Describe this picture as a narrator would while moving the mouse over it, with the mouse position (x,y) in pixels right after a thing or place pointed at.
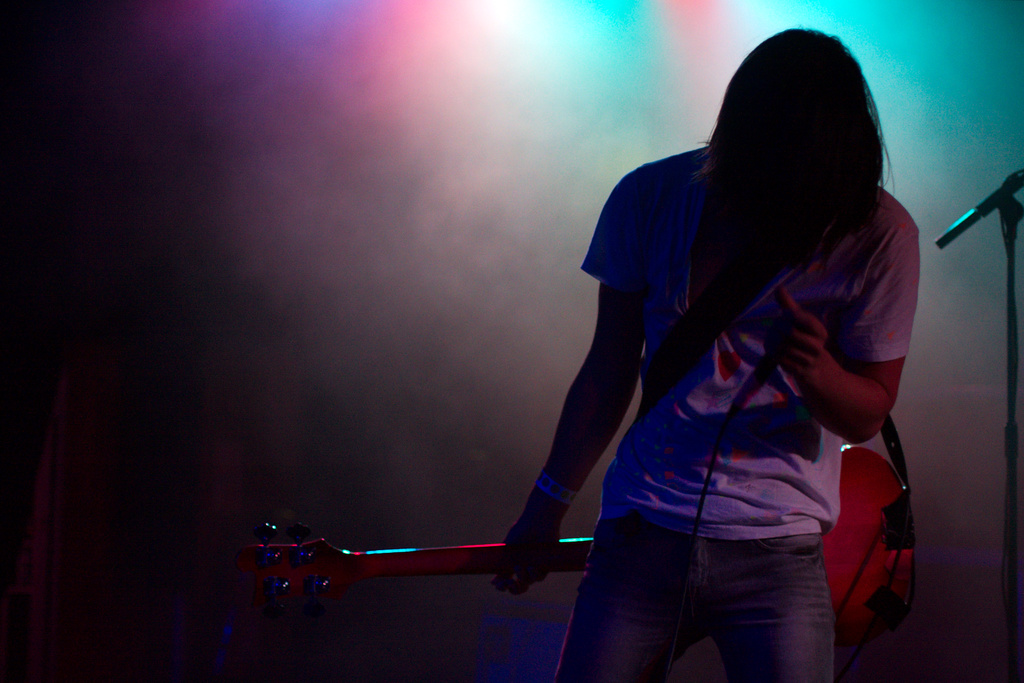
In this image we can see a person (679,423) holding a guitar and mic (754,370). On the right side (1012,420) there is a mic stand (1012,461). In the background (399,220) there is smoke (468,276) and light (541,88).
